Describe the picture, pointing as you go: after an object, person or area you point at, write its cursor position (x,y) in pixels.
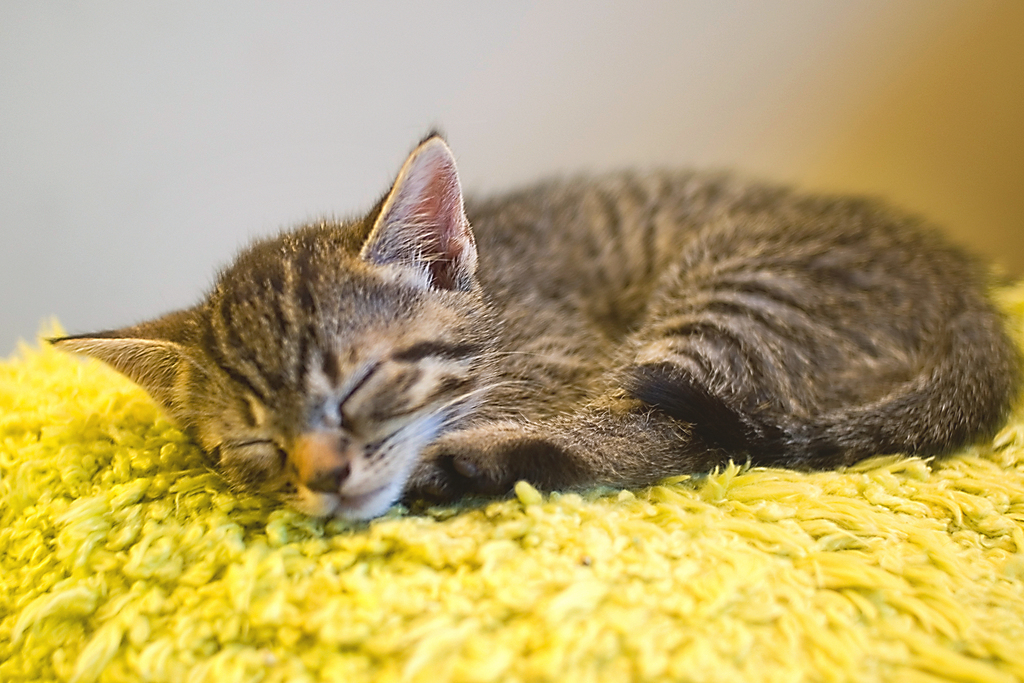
In the center of the image (509,373) we can see a cat (593,367) lying on the mat (417,555). In the background (634,102) there is a wall (749,116).
